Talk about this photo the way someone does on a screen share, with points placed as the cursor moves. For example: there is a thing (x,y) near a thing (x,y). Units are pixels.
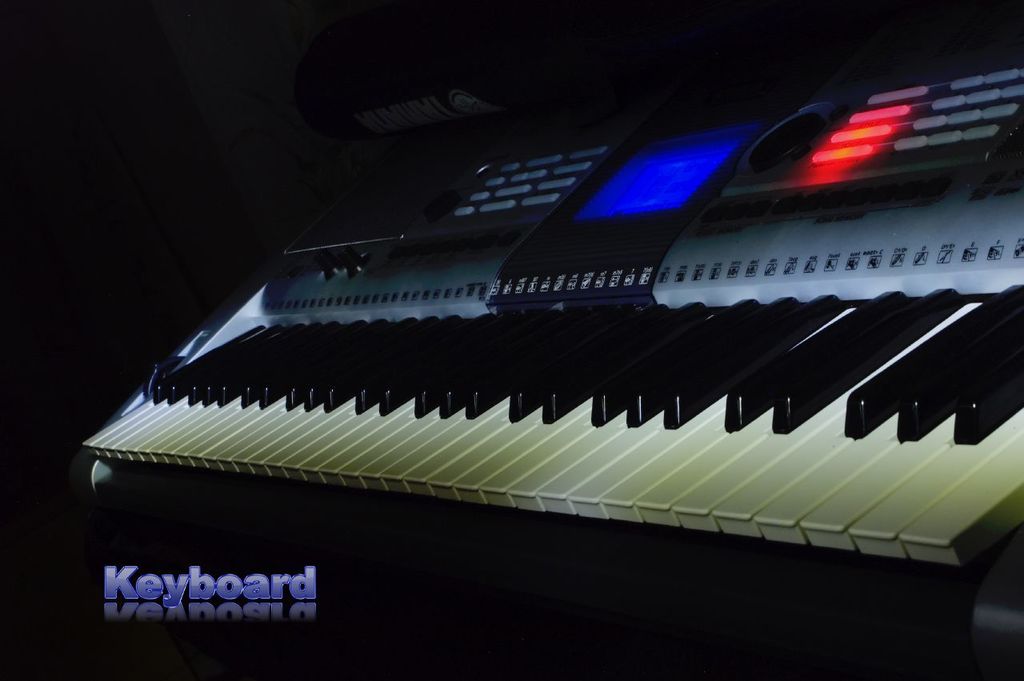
In this picture we can see a keyboard (714,313).
